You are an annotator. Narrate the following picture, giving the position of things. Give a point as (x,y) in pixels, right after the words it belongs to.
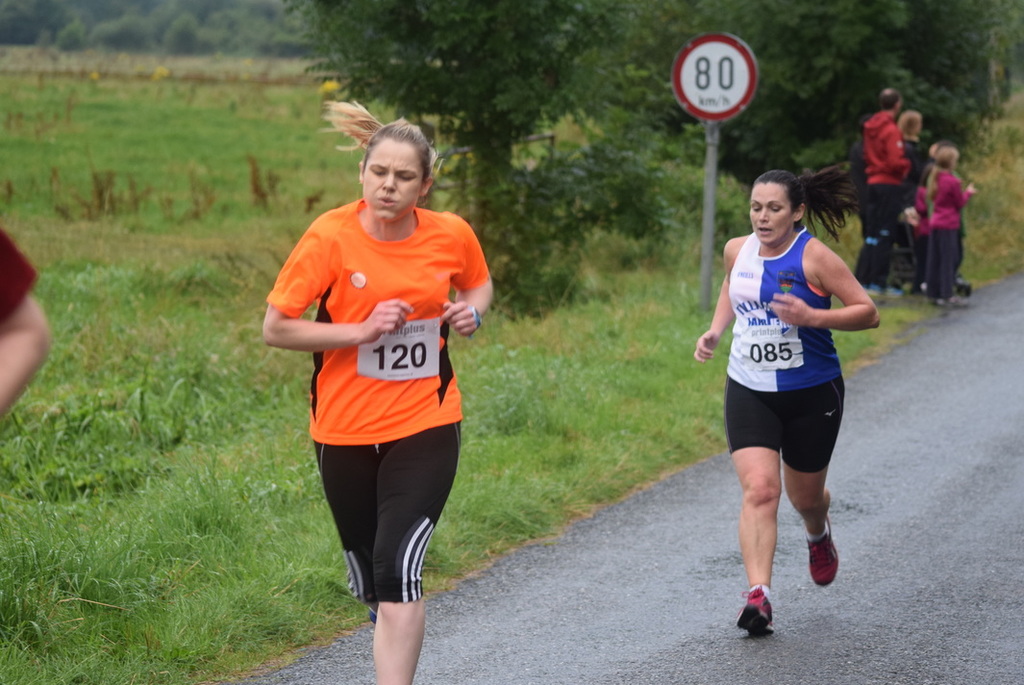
In this image we can see two women (440,374) running on a road (732,511) and there are a group of people (934,216) standing beside the road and on the left side of the image (173,352) there are trees (548,161), grass (186,180) and on the right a board (706,79) attached to the pole (703,288).
